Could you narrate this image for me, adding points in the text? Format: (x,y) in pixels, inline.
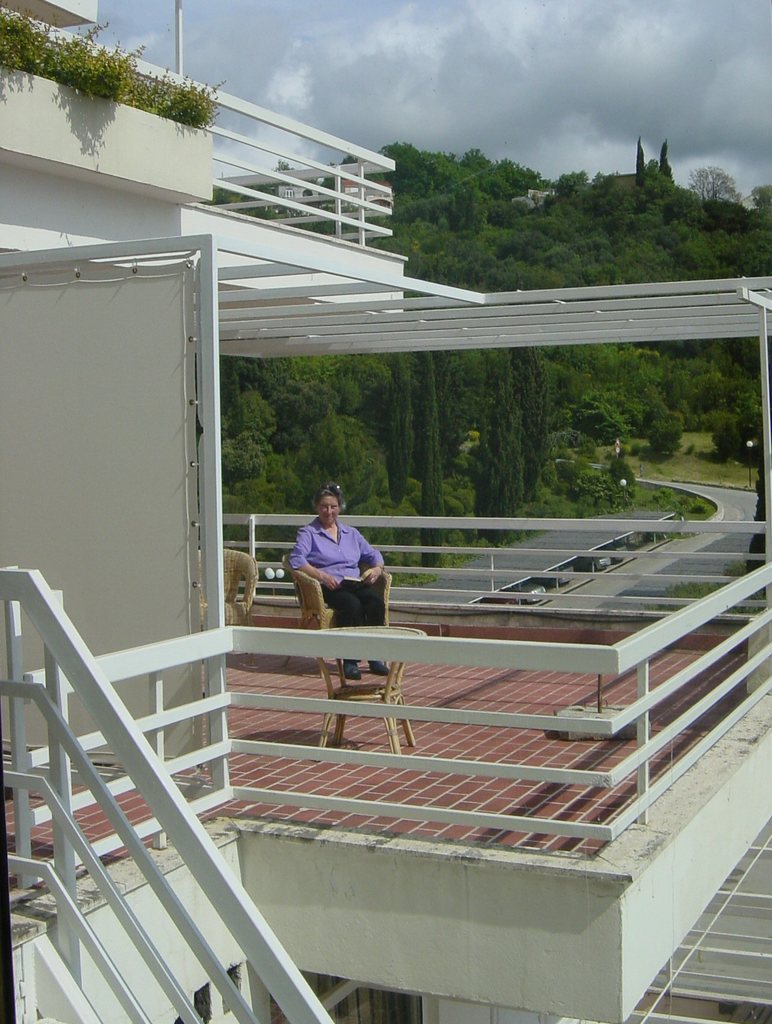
In this image there is a person (335,572) sitting in a chair (300,579), around the person (338,581) there is a chair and a table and there is a metal rod fence (189,643), above the person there is a metal roof (594,302) and there are plants (174,103) on the second floor (16,86) of the building (136,234) with metal rods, in the background of the image (666,545) there are vehicles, shed (581,532), a road (553,604), lamp posts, trees (538,368) and mountains (469,203), at the top of the image (456,65) there are clouds (334,99) in the sky (334,99).
